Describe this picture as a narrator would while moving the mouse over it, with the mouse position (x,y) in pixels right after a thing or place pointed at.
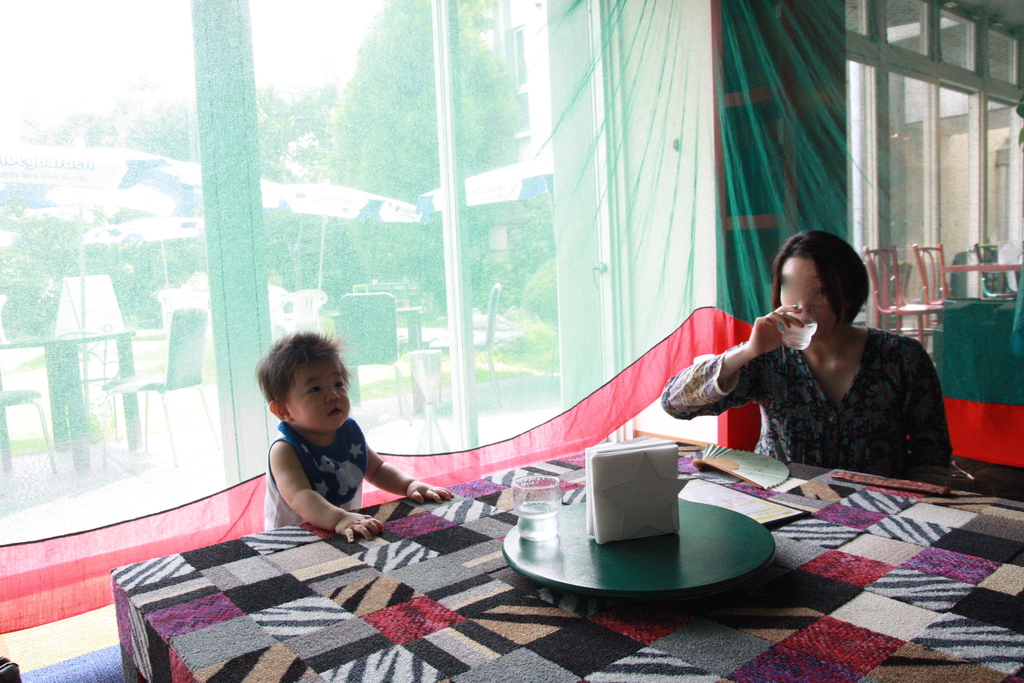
Here we can see one person (832,365) sitting on a chair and drinking. we can see one boy (319,506) here in front of a table (478,591) and on the table (554,625) we can see glass of water (552,527), tissue papers (665,479). these are windows (932,139). Through window glass (400,199) we can see trees (385,241), empty chairs (487,328) and tables (67,349) and umbrellas (367,195).
